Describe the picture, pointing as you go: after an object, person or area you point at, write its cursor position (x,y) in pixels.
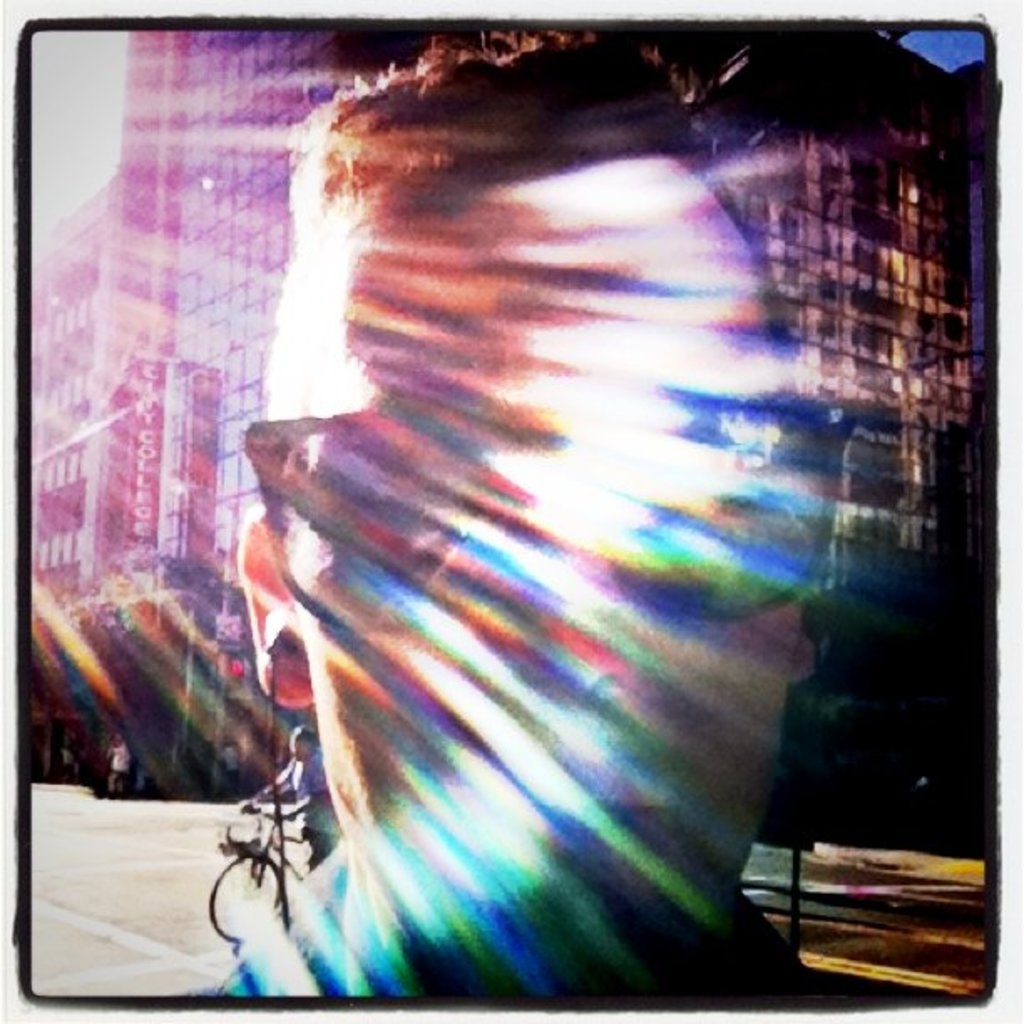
This is an edited image. In the foreground of the picture (616,445) there is a person's face (340,763). In the center of the picture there is a person (308,810) with bicycle (267,842). In the background (197,353) there are buildings (188,393), signal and other objects (120,745). Sky (42,130) is sunny.
